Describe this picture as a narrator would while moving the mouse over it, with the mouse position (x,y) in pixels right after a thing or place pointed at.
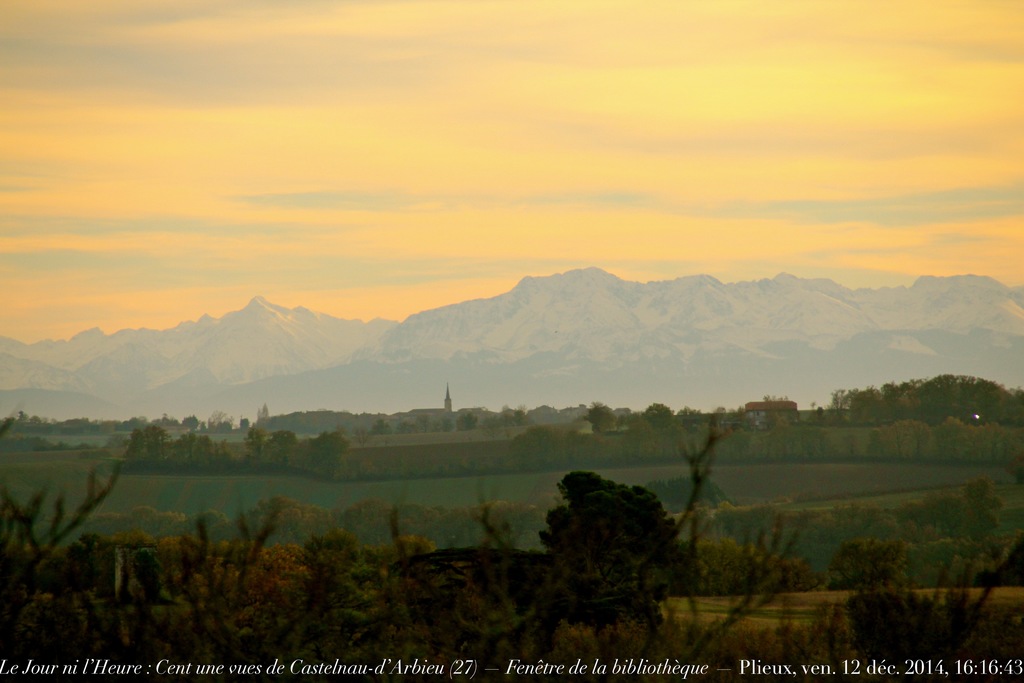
In this picture there is greenery (619,455) at the bottom side of the image (651,507) and there is sky (547,128) at the top side of the image (492,226).
